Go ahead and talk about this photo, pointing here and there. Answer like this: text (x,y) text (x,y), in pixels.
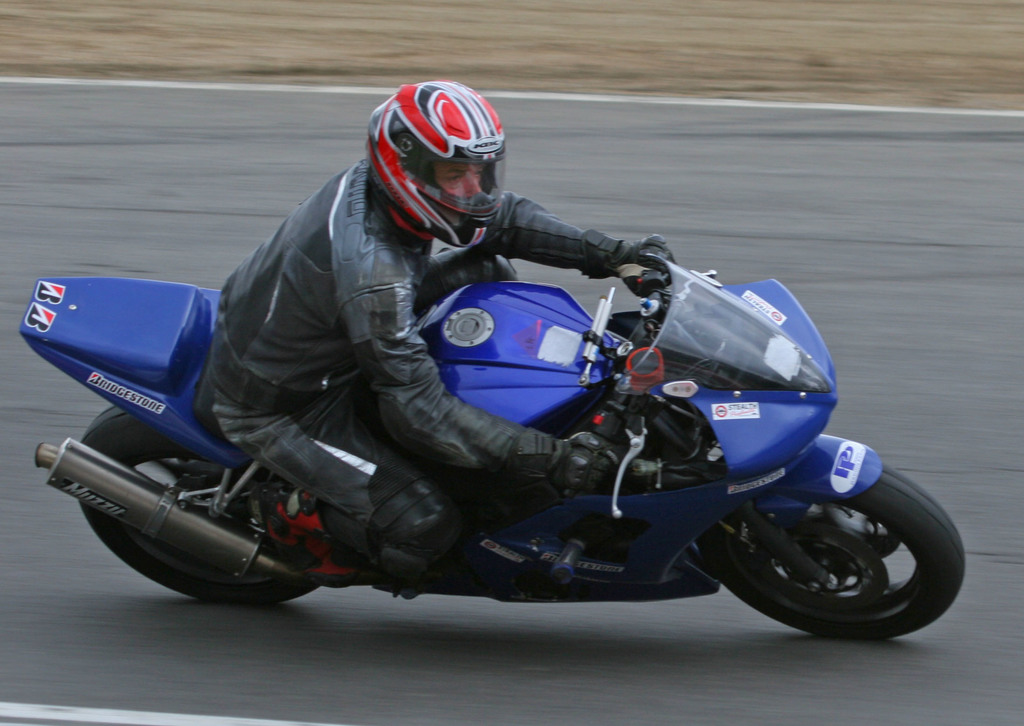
In this image, we can see a man (361,339) riding on a bike (657,433), on the road (798,237).
